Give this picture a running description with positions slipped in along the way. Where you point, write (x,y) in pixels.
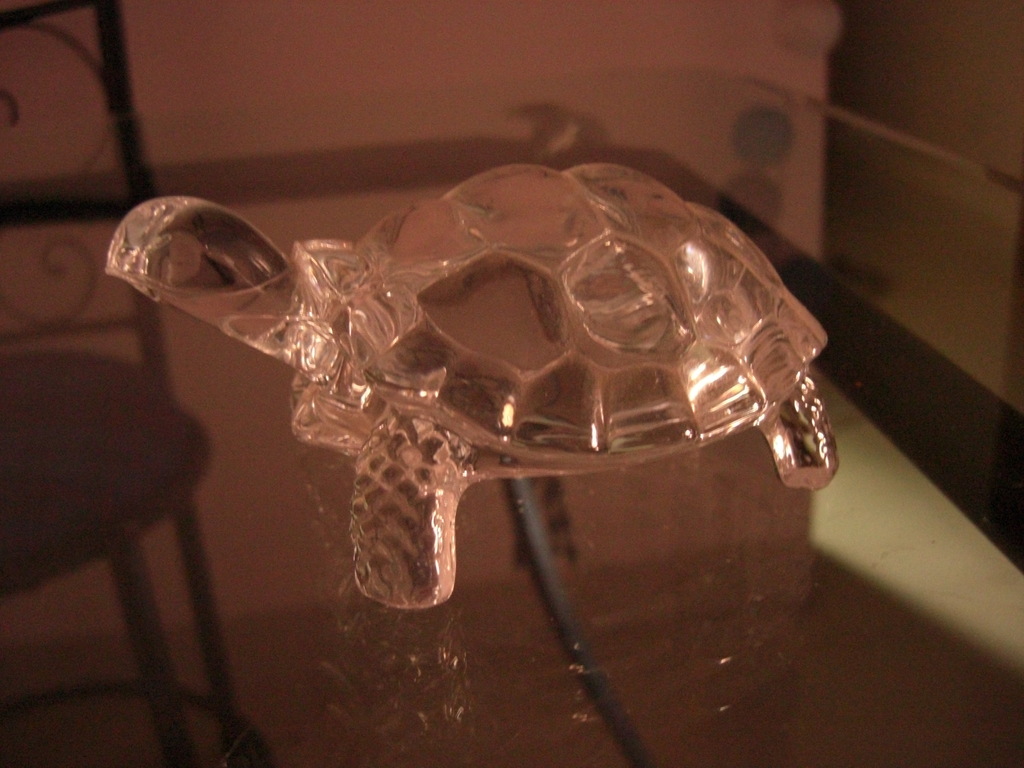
In this picture there is a model of tortoise (279,297) in the center of the image (602,374), on a table (483,538).
